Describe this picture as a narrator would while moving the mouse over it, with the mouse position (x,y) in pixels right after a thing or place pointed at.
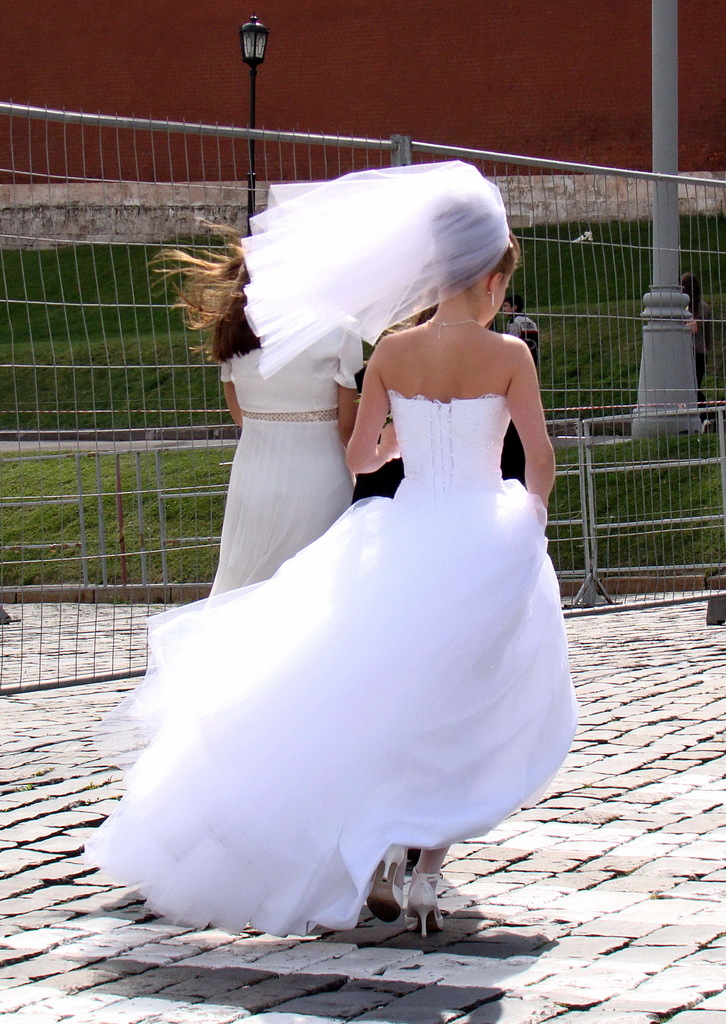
In this image I can see two persons (252,671) walking wearing white color dress (255,435). Background (18,393) I can see a railing (30,336), grass (93,299) in green color, few electric poles (674,55) and building (490,79) in brown color.
